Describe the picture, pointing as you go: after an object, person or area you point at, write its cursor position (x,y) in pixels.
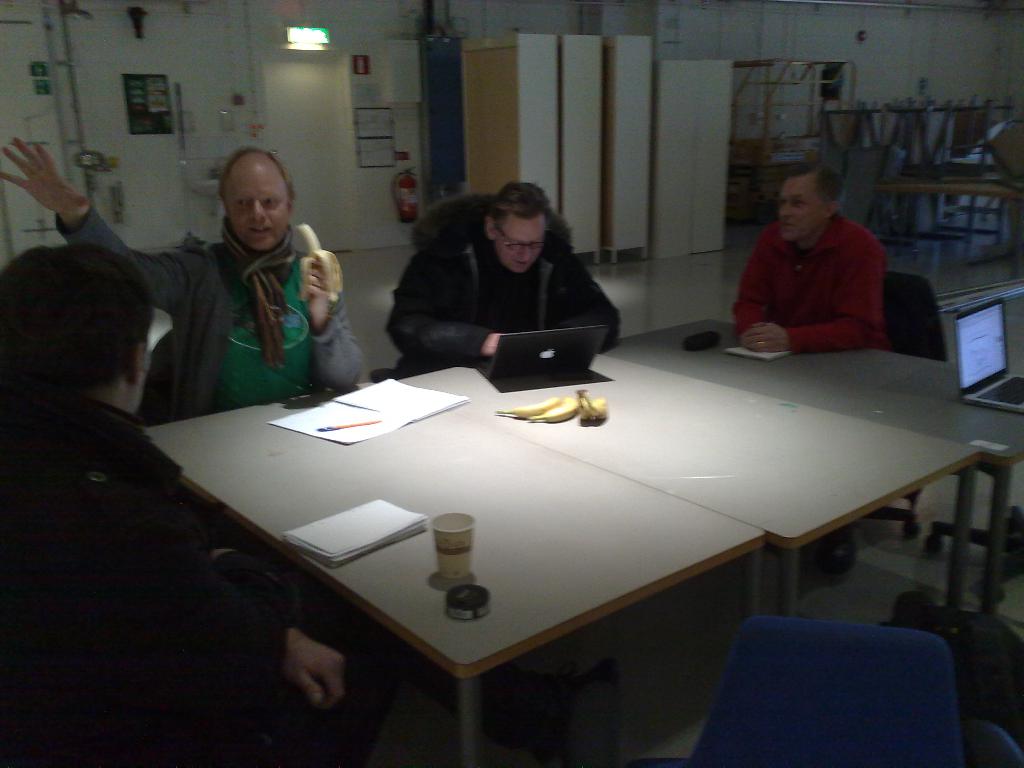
In this image there are group of people (246,323) who are sitting on a chair (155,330), in front of them there is one table (557,525) and on that table (572,523) there are some papers (375,427) and bananas (603,402) and laptop (971,362) is there. On the background (367,81) there are some racks (571,108), door (314,95), wall (906,56) are there.
